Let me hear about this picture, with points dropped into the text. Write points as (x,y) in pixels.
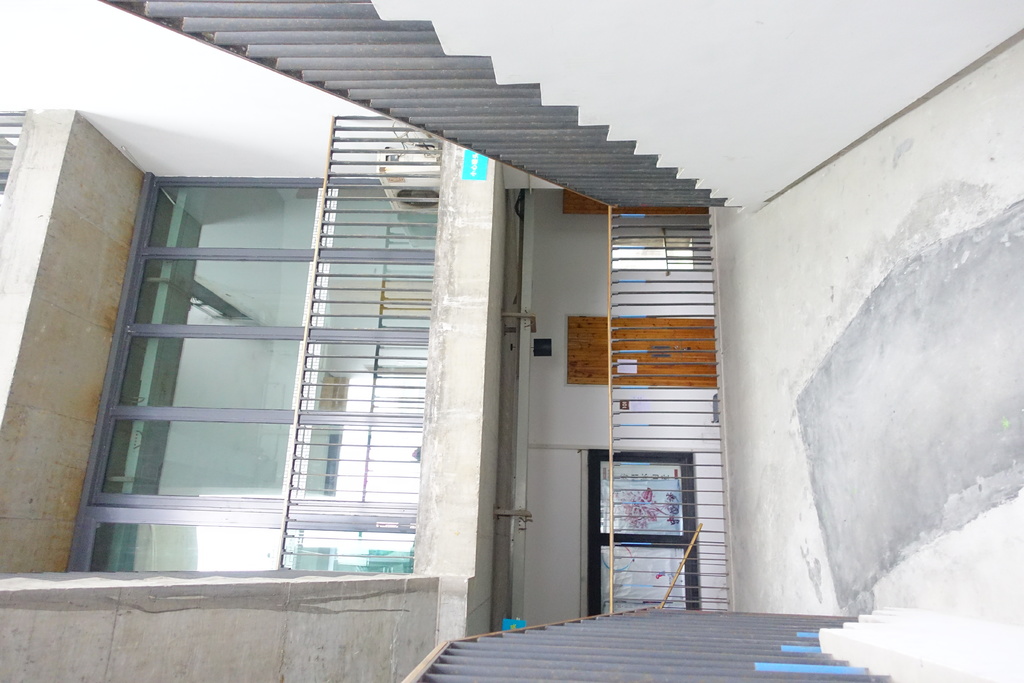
In this image there is a building (601,455) in the middle (568,338). At the top (405,57) there are stairs (268,45). At the bottom (640,638) there are steps (697,610). On the right side (768,332) there is a wall (852,433). In the background (647,488) there is a window (640,524). On the left side (199,297) there are glass windows (231,421). Beside them there is an air conditioner (393,185).
